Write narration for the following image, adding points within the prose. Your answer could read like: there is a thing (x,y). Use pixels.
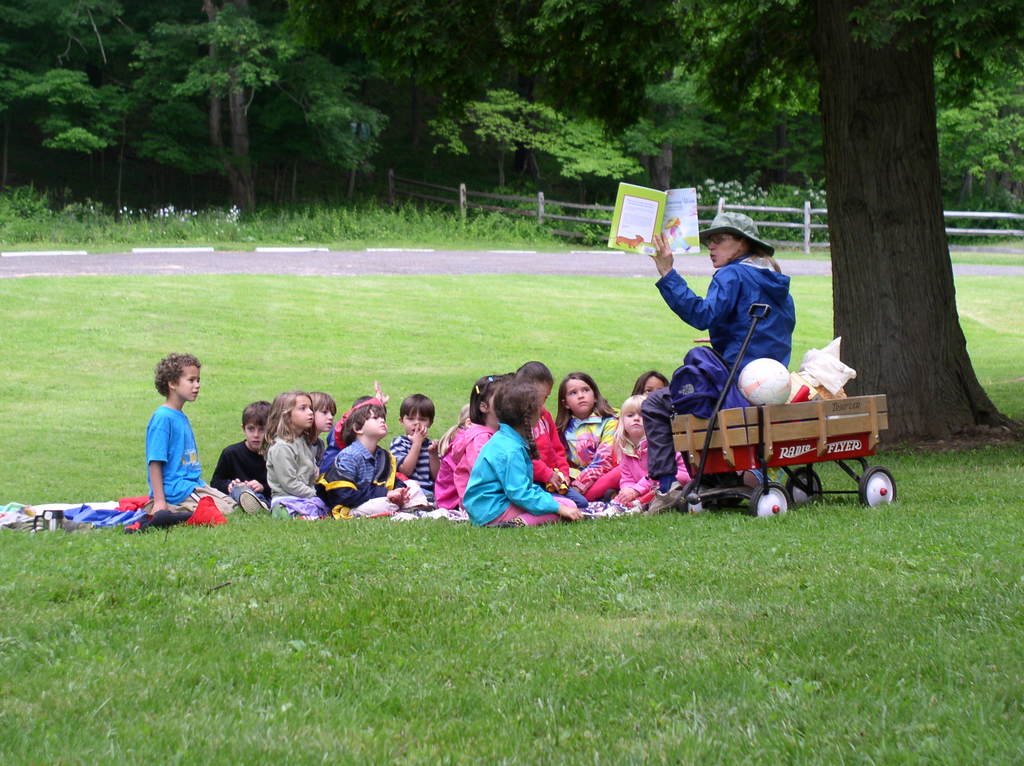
There is a person (701,298) wearing hat (722,215) and holding a book (681,236) is sitting on a cart (686,428). There are many children (355,444) sitting on the grass (346,543). On the right side (875,220) there is a tree (886,228). In the back (505,209) there is a fencing (543,216). Also there are plants (214,213) and trees (270,180).
